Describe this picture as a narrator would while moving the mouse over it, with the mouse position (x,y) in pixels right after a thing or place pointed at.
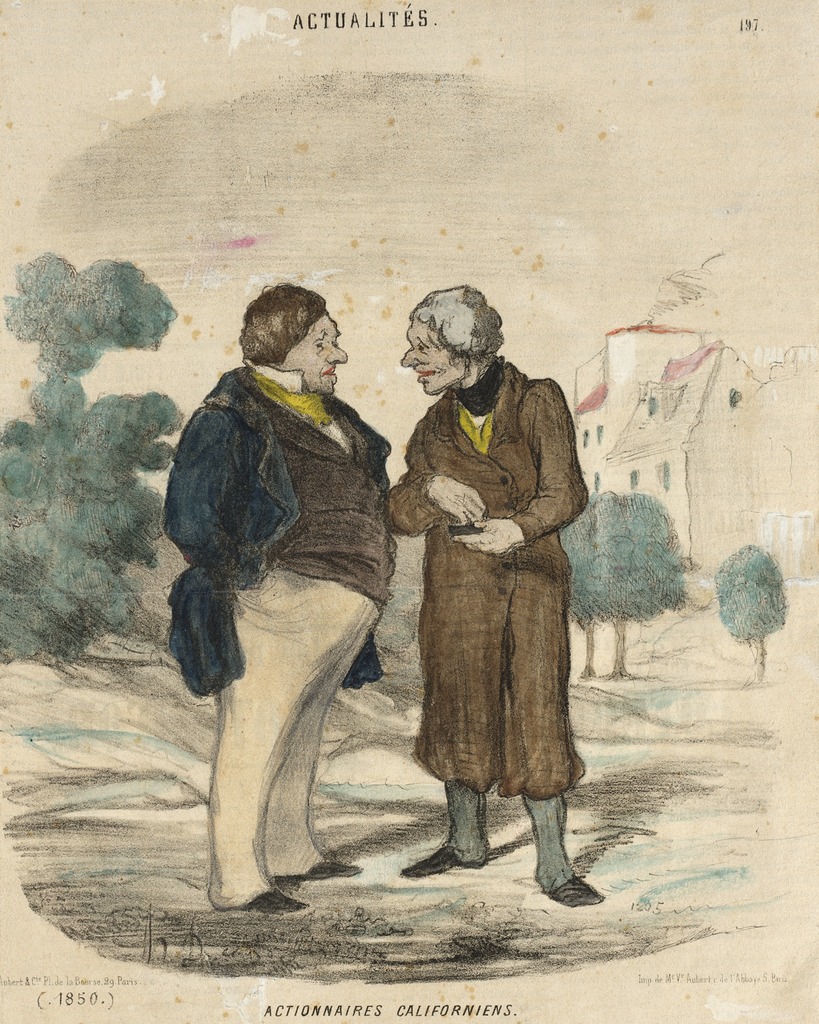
In the picture I can see the painting (134,167). In the painting (129,399) I can see two persons (264,729) standing on the ground (610,652). I can see a house (650,487) and trees (589,528) in the painting (494,508).
